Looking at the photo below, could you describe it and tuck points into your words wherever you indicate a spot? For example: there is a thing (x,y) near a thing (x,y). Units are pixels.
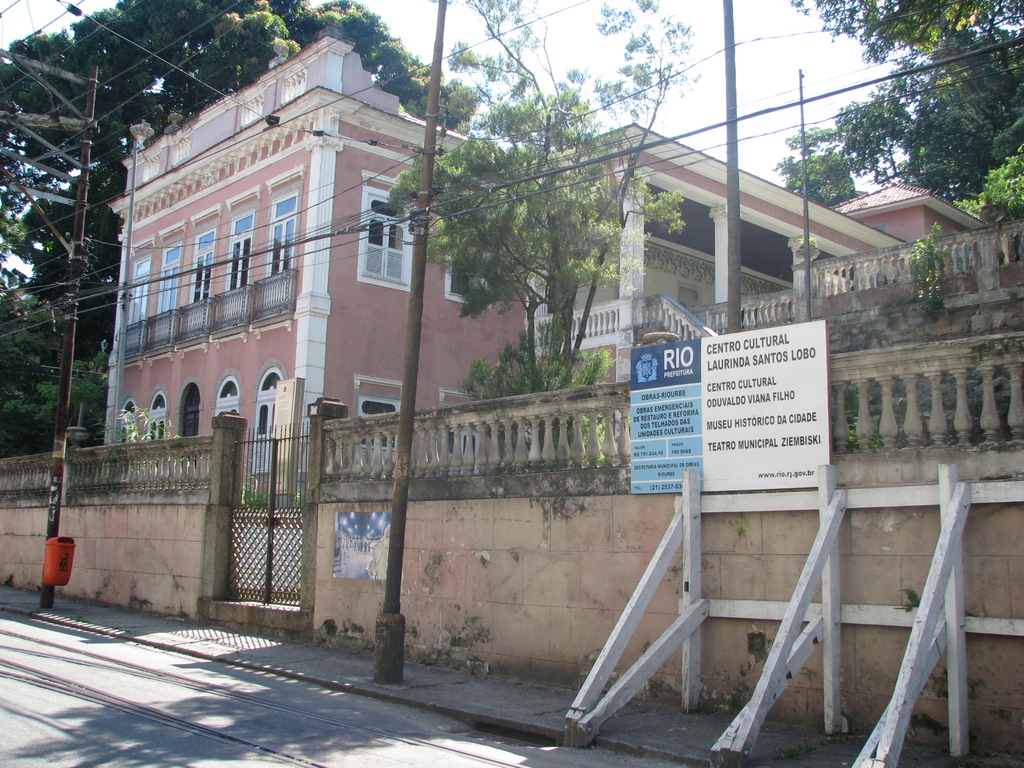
In this image in the front (471,488) there are poles (410,381) and there is a railing (472,461) and on the railing (203,474) there is some text (722,426) written on it. In the background (591,274) there is a building (169,153) and there are trees (920,158) and there are wires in front of the building (147,186) attached to the poles (51,589).
